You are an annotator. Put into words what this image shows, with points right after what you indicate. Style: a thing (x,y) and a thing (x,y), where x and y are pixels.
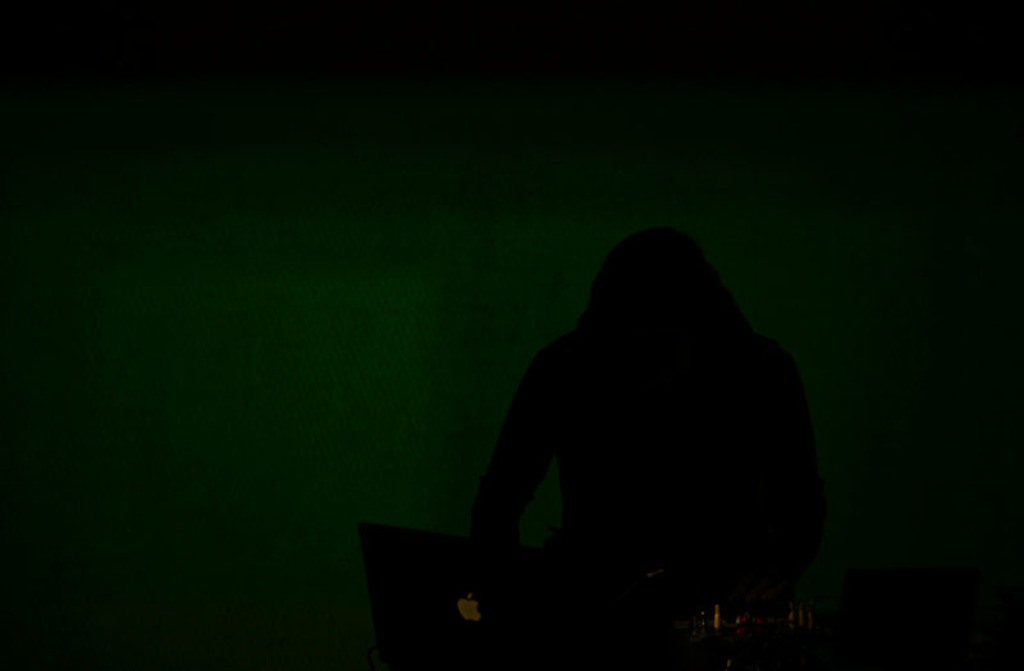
In the dark image we can see a person (657,492), laptop (509,619) and things (706,614).
